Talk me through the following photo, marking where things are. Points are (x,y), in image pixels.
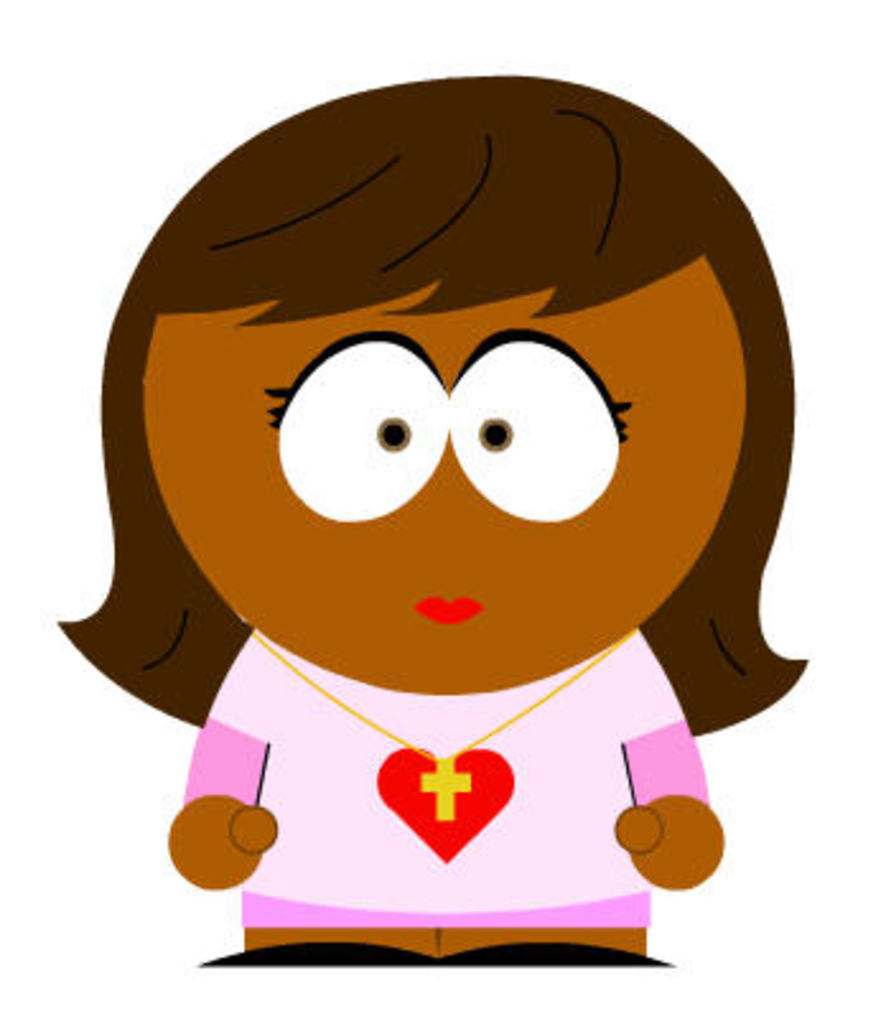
In the picture we can see a cartoon girl (588,812) with brown hair (780,454), brown face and white T-shirt (565,812) with pink borders (644,801).
